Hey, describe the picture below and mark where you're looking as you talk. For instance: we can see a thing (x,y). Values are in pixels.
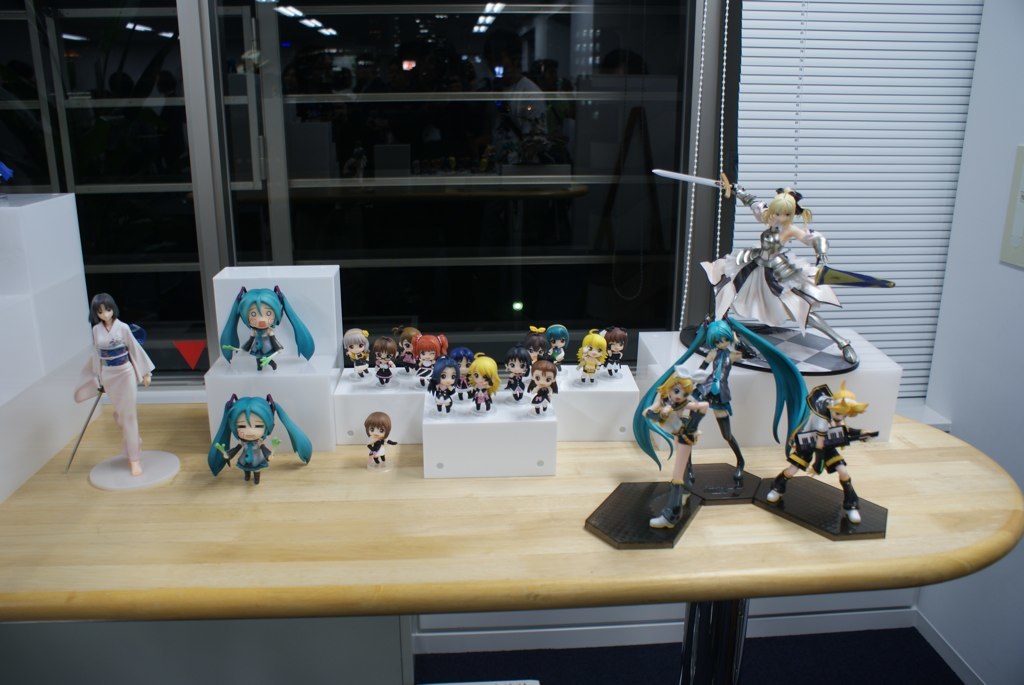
In this image there are girl toys (600,334), boxes (349,431), knife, toys (782,488) arranged in an order in a table (928,519) and the back ground (125,271) there is a window (637,112).
